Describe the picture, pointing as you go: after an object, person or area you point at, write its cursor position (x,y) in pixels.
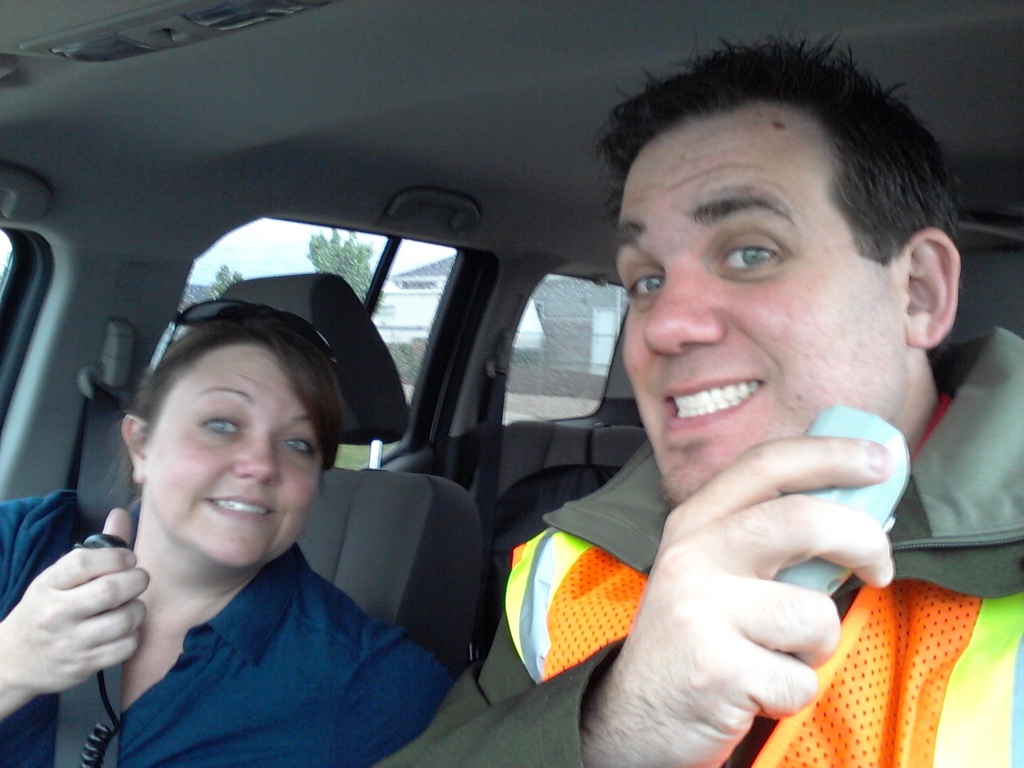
In this image I can see two people (691,301) sitting inside the car (475,424). Outside there are trees (350,272) and the sky (248,264).
